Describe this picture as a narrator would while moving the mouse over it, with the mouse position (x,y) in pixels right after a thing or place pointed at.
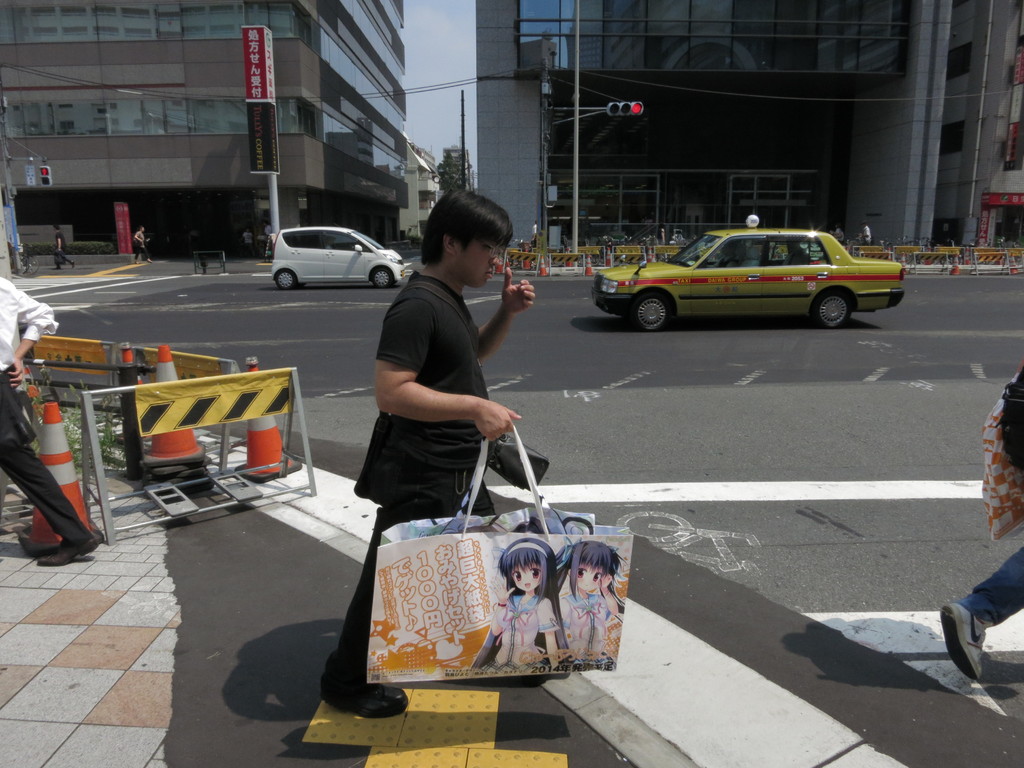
This is a picture of a main road (595,423). On the road (595,423) there are the vehicle (696,294) kept on the road (655,342) and there are the two persons (474,456) walking on the road (643,586), on the left side (13,445) a person (13,445) stand on the road (352,386). And there are some divider blocks (209,387) kept on the road (71,319). And back side of the image there are the two building (498,60) visible. And there is a white color car (327,265) parking on the road (293,300) and there is a signal light (608,103) is visible.
